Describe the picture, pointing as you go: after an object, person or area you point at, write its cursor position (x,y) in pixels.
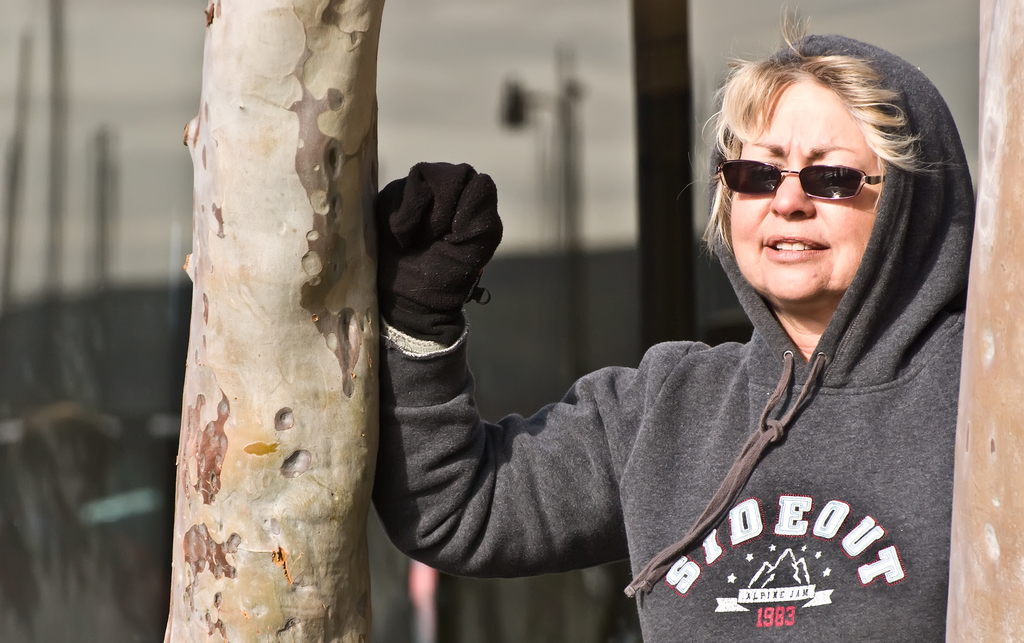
In this picture we can see a woman (773,179) wearing spectacle (810,181), jacket (687,405) and a glove (467,198) in her hand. She is standing and kept her hand (424,312) on a tree trunk (242,200). We can see a wooden object (1011,371) on the right side (1006,328). There are a few objects (152,396) visible in the background (41,440). Background (20,392) is blurry.
